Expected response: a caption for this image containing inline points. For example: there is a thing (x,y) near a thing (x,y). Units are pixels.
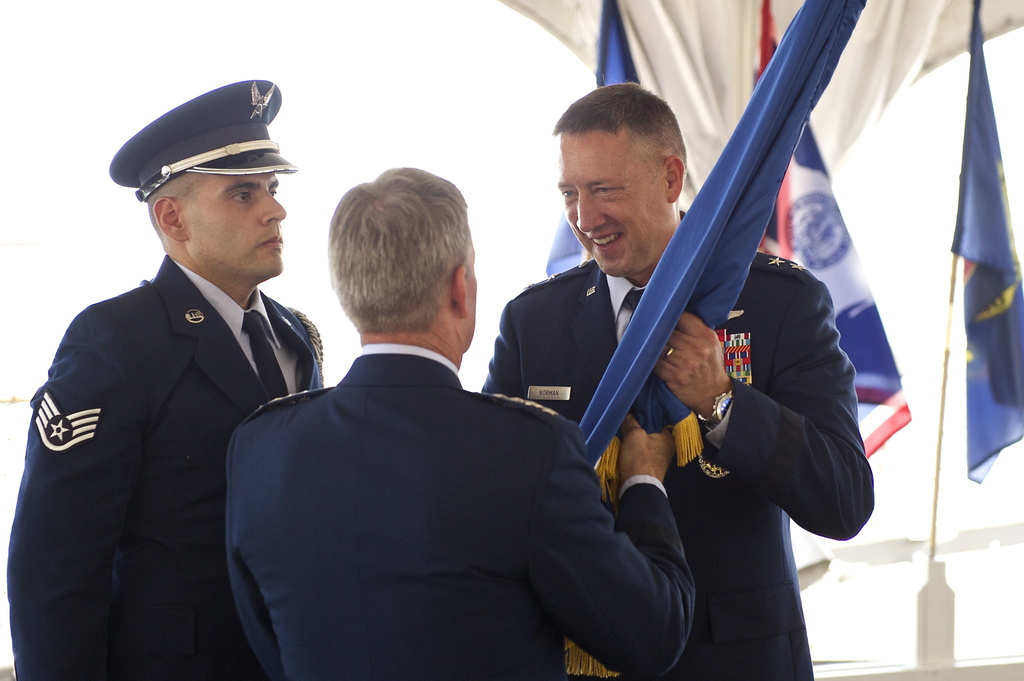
In this picture we can see three people (269,612) and few flags (682,425) and in the background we can see it is white color.
